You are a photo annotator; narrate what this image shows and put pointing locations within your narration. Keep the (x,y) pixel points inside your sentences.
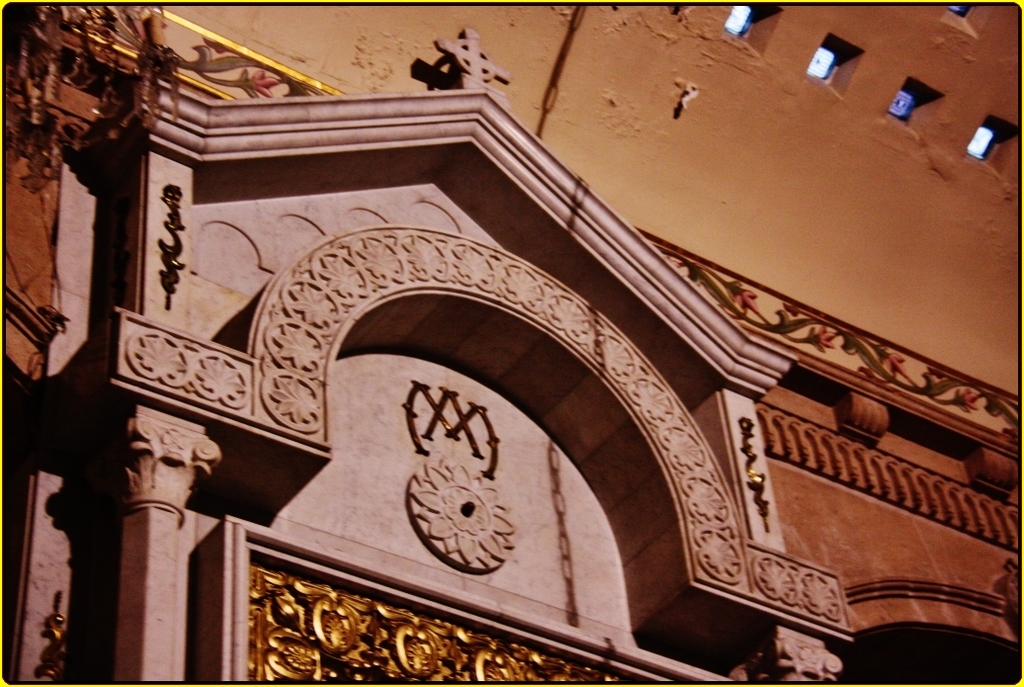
In this image I can see the building (418,388) which is cream, orange and black in color and to the bottom of the image (368,597) I can see the gold colored object (370,643) and to the top of the image (823,47) I can see few white colored objects (820,63).
